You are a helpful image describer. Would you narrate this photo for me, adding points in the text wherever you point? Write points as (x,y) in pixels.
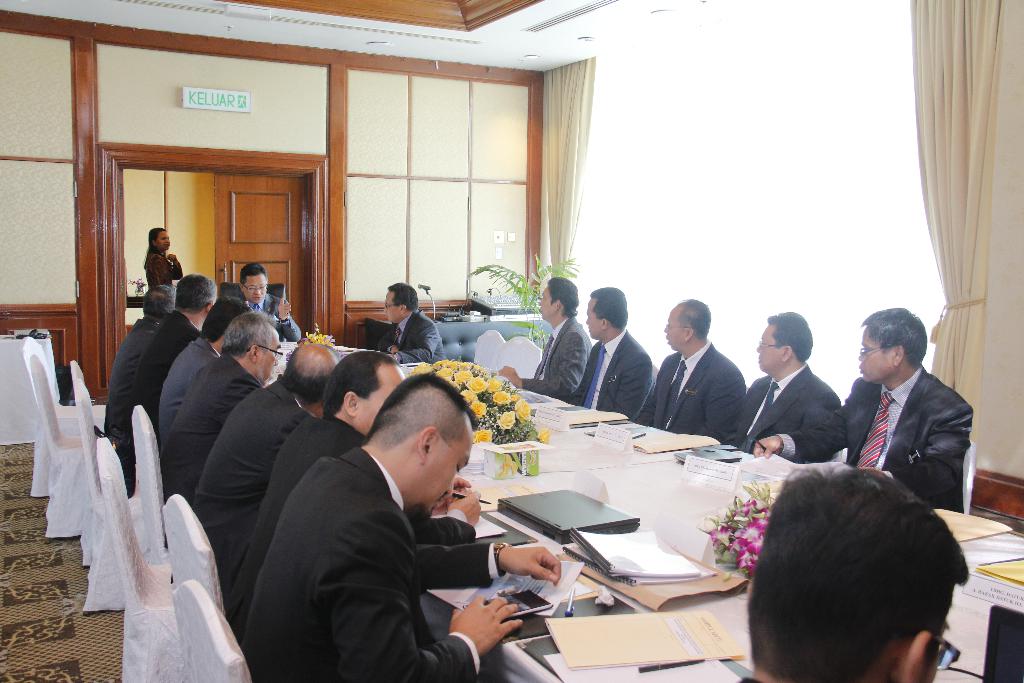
in the room (263,152) there are many persons (625,363) sitting on the chair (115,517) with the table (650,479) in front of them there are many items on the table (702,498) there are house plants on the table (688,491).
